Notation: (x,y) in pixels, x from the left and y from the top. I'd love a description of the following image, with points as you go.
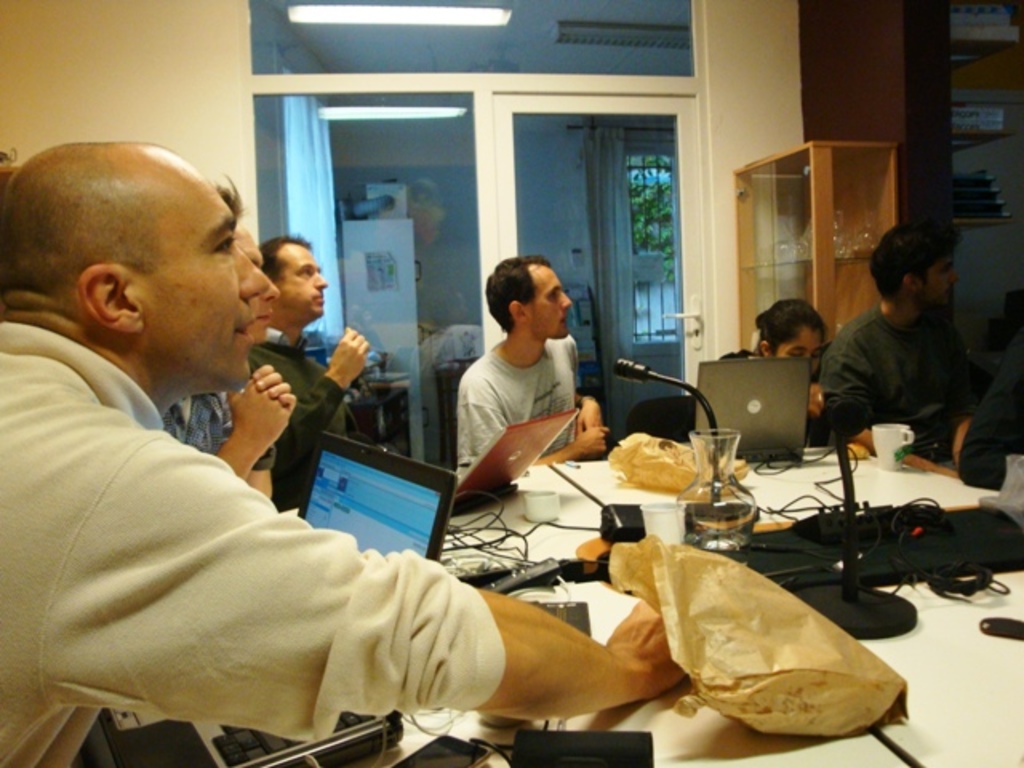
In this picture we can see a few covers (768,663), laptop's (329,509), microphone (699,404), wires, cups (530,502), glass (729,460) and other objects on the table (678,715). We can see a few people (895,337) from left to right. There are glass objects (796,231) visible in the glass cupboard (847,302). We can see a few things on the shelves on the right side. We can see a glass object (407,112). Through this glass object (449,217), we can see a few objects (627,220) at the back (642,247). There is a tree (653,238) visible in the background (642,225).
